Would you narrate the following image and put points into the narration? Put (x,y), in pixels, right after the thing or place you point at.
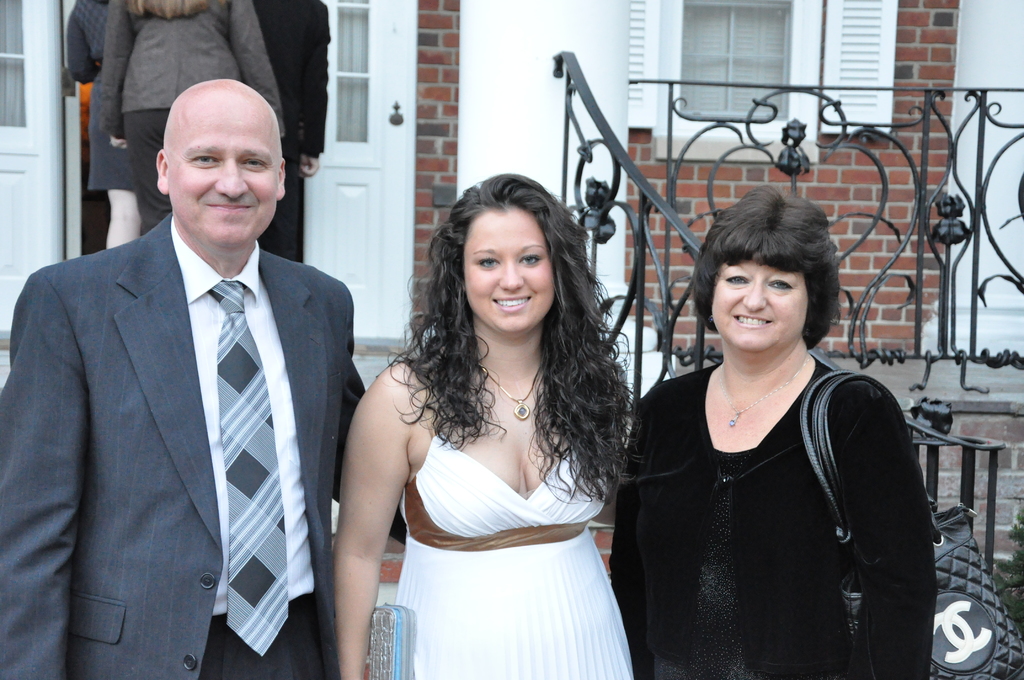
There are three persons (237,386) standing and this person (906,619) wore bag (372,617). On the background (876,111) we can see fence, wall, windows (359,35), persons (231,51) and door (382,144).
